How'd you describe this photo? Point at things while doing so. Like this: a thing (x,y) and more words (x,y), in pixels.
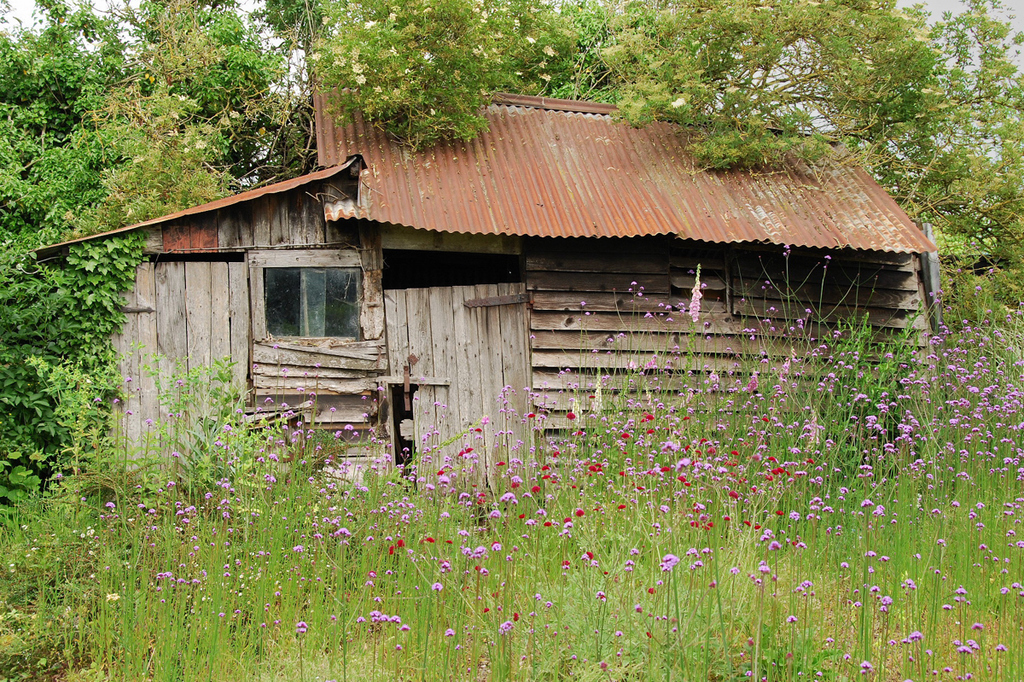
This looks like a wooden house (465,379) with doors (413,367) and window (313,325). These are the plants (785,443) with flowers (756,457). I can see the trees (435,75) with branches (96,121) and leaves (661,29).
